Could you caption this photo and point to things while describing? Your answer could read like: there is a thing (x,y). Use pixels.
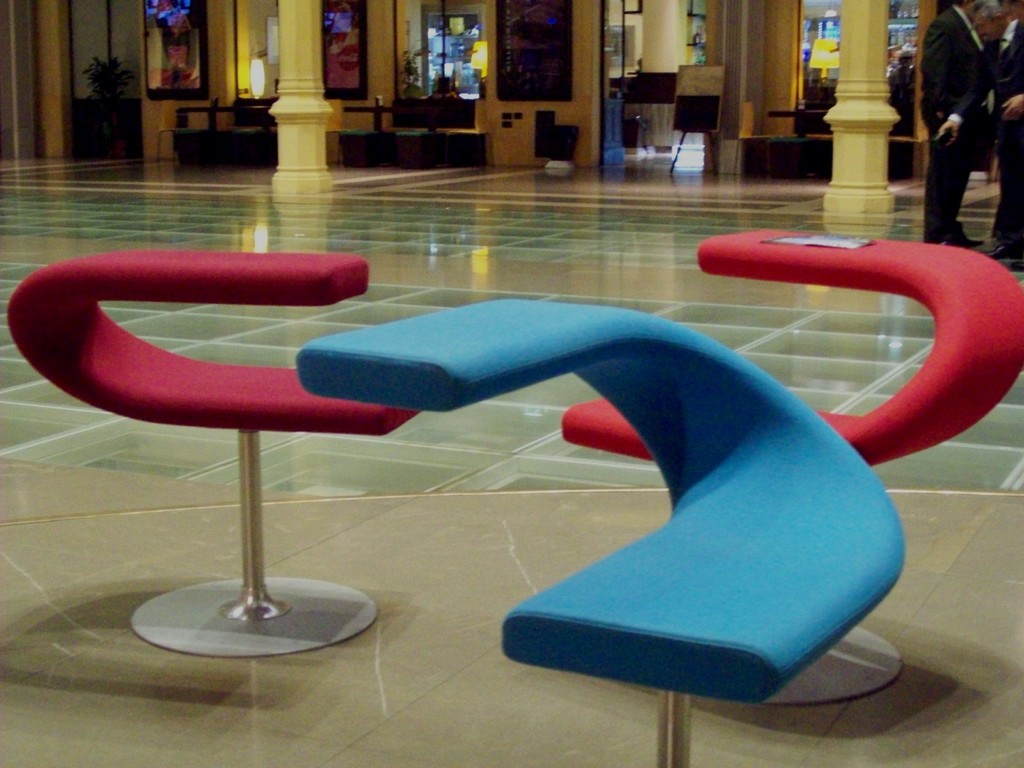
In this image in the foreground (147,409) there are some seats (315,370), in the background (158,79) there are some photo frames (360,77), plants (413,77), lights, pillars (827,121) and boards (703,80) and also there are two lamps (482,50). On the right side (961,117) there are some persons (988,105) who are standing, at the bottom (204,529) there is a floor (276,516).
